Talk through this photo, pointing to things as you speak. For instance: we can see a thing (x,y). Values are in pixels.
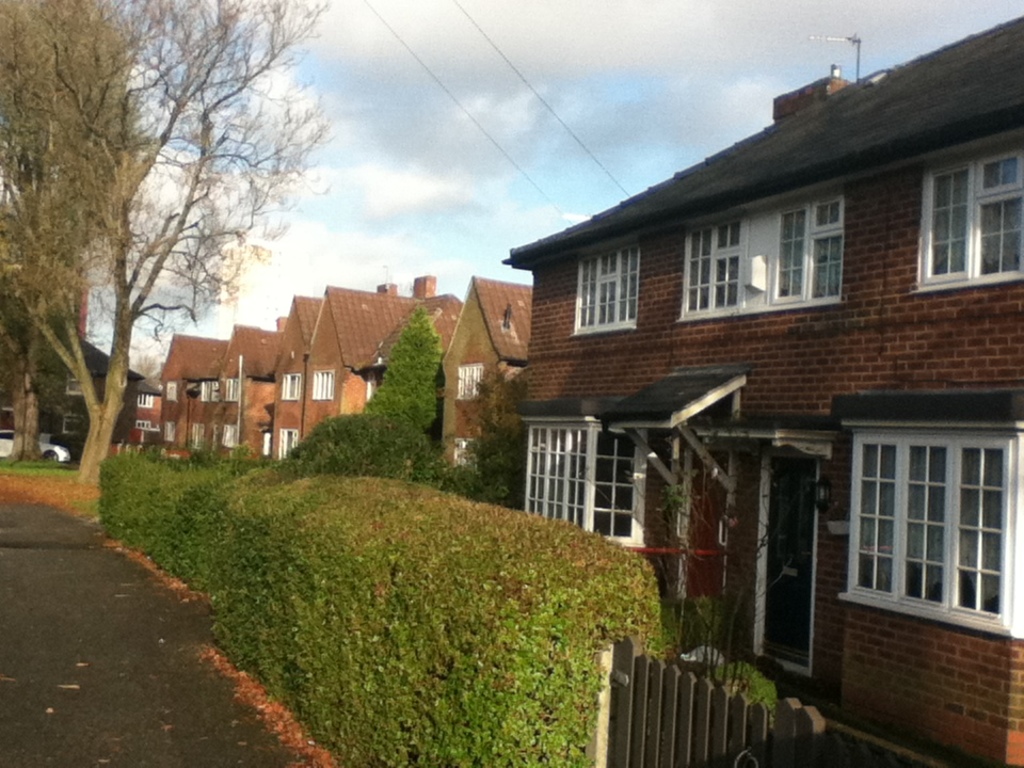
In this image there are houses (880,490). There is a house (692,484) on the right side (847,536). There is a tree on the left side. There are clouds (540,142) in the sky (484,148).
